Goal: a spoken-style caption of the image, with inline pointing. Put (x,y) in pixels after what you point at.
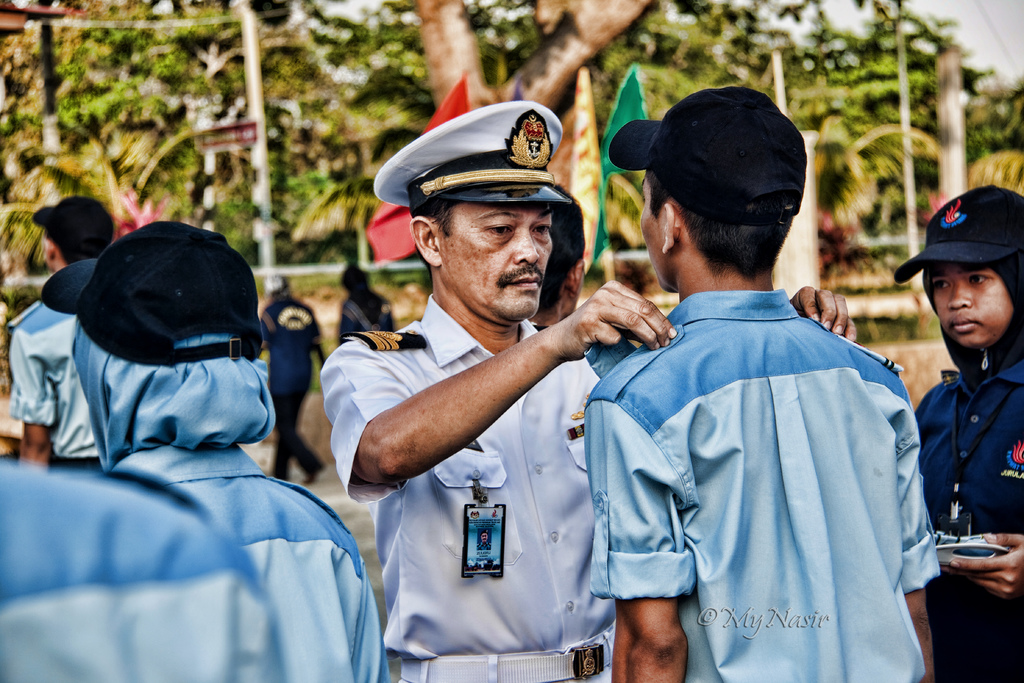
In this image there is an officer (521,409) in the middle (511,373) who is keeping badge (593,353) on the shoulder (659,361) of the boy (743,384) who is in front of him. In the background (389,91) there are trees (389,91) and flags (576,137). On the left side (149,426) there are few other officers (128,346) who are standing on the ground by wearing the blue cap (100,248).
